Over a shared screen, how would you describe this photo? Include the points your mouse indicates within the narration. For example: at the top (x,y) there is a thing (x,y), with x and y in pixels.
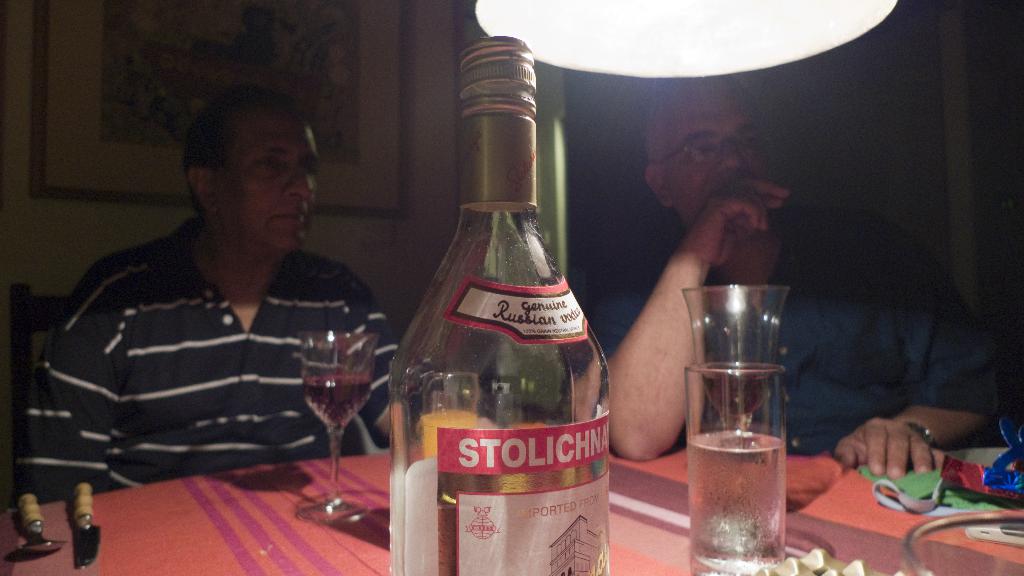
In this image there are two men (692,216) sitting besides a table (375,514). Towards the left (102,358), there is a man (315,268) and he is wearing a striped shirt (248,380). Towards the right (846,257) he is wearing a blue shirt (817,381). On the table (218,497) there are glasses (747,403) and bottle (412,394). In the background (437,109) there is a wall (425,86) and a frame (326,92).
